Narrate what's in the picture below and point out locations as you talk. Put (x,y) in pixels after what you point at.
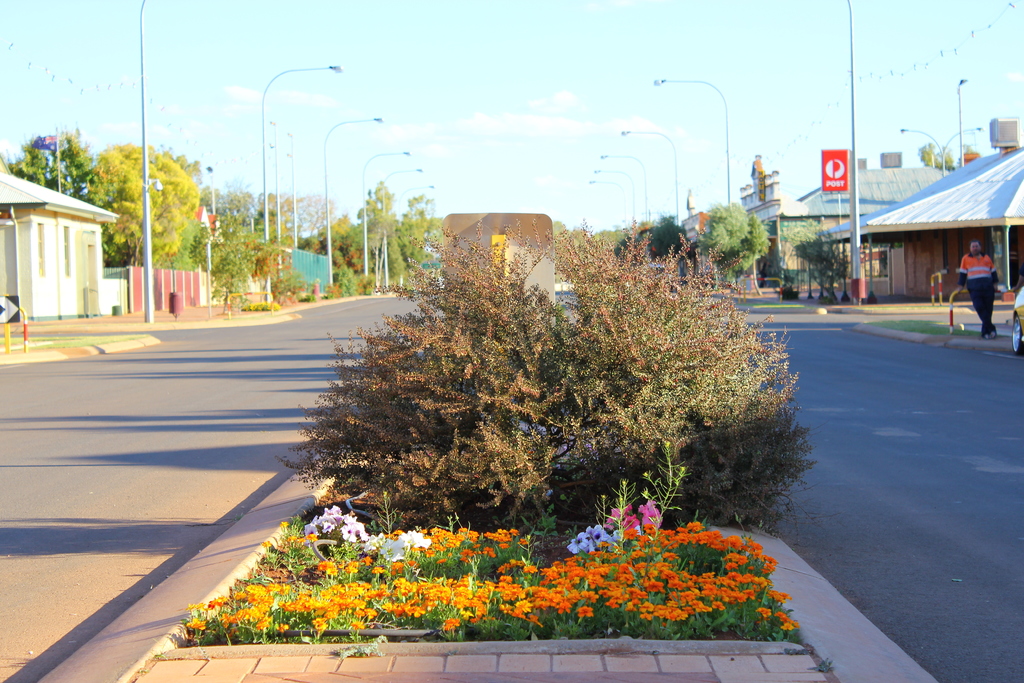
In this picture we can see plants (483,320) and flowers (649,619) on the divider (341,498), beside that we can see the road (805,424). Beside the road (984,450) we can see the street lights (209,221). On the right (988,325) there is a man (969,285), standing near to the pole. In the background (958,238) we can see buildings (705,228) and trees (556,231). At the top (539,74) we can see sky (487,133) and clouds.
